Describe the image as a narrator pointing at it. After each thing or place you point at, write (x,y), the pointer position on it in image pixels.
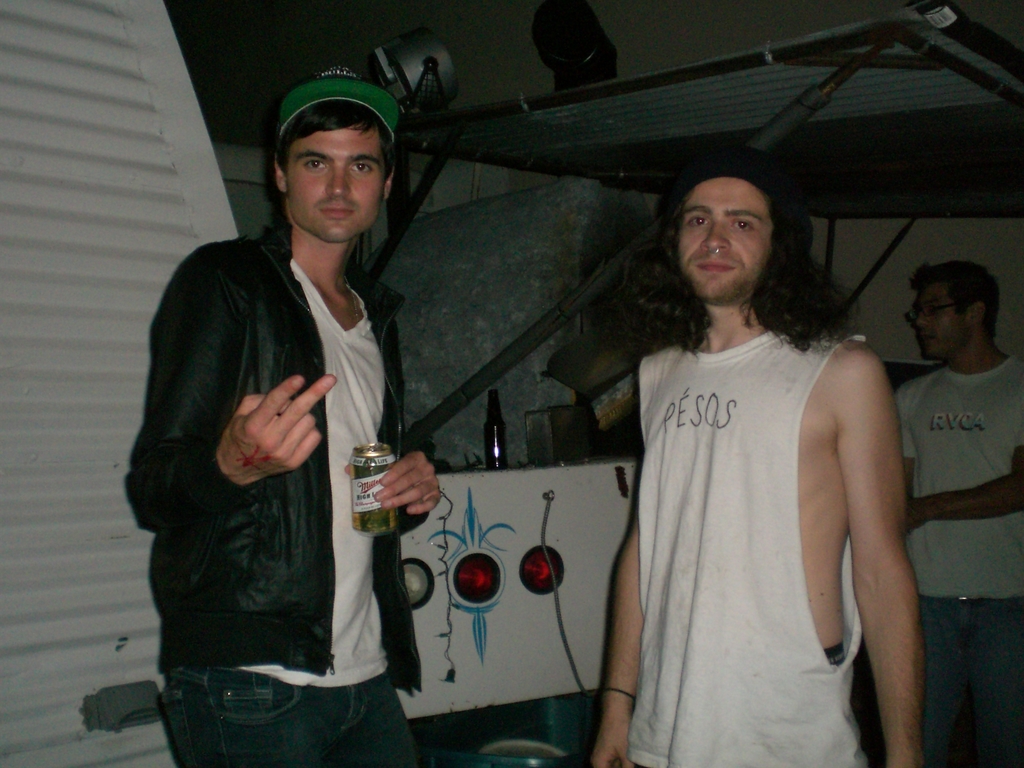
In this picture we can see three men (922,421) standing, a man (258,447) on the left side (209,270) is holding a tin (381,507), in the background (527,573) we can see lights (545,575) and a bottle (492,434), there are two lights (553,40) at the top of the picture (566,33).
